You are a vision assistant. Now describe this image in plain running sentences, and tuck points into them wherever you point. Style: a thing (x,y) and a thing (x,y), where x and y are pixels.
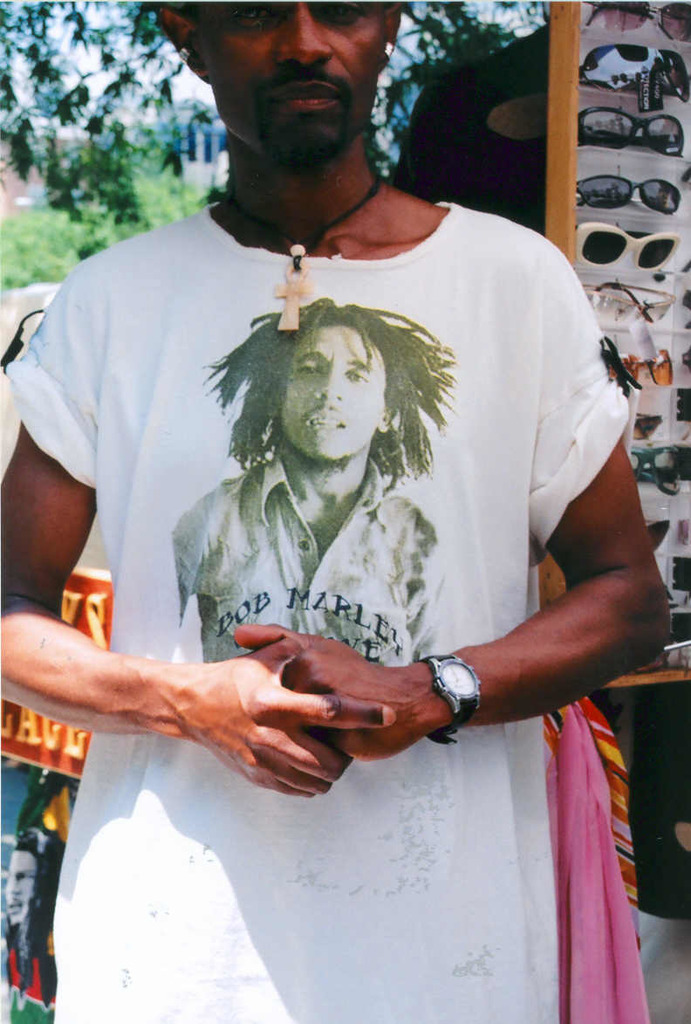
In this image I can see a person (239,98) standing and the person (176,673) is wearing white color shirt (228,656), background (395,83) I can see few shades (605,112) on the racks (566,112), trees (76,101) in green color and the sky (90,84) is in white color.
